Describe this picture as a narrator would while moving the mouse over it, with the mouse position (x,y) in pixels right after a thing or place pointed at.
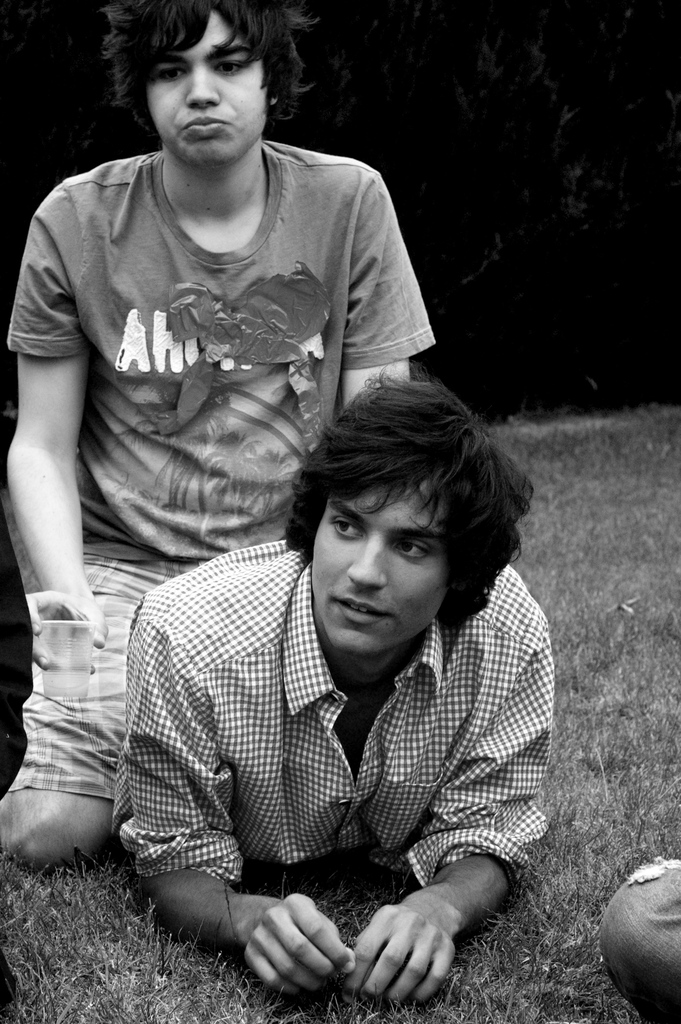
In this image we can see two persons (447,674) and the grass (332,877). In the bottom right (643,896) we can see the leg (663,912) of a person (649,905). Behind the persons (402,674) the image is dark.
